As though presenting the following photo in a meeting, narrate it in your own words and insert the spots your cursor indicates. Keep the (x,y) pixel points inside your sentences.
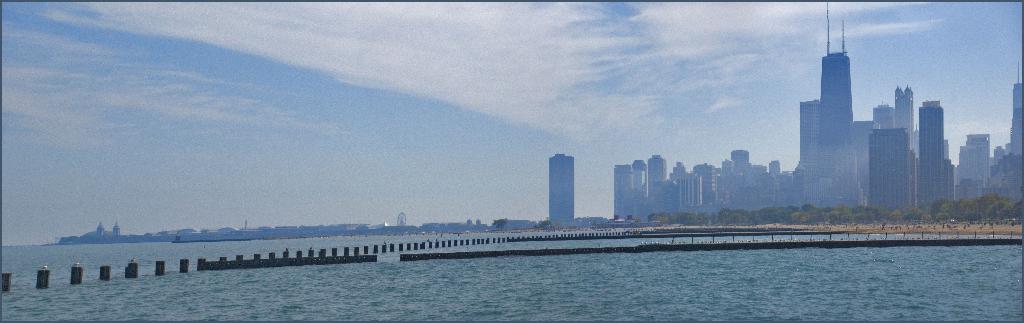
In this image we can see water (588,275), trees (926,212), and, buildings (555,162), sky (552,146) and clouds (519,45).
